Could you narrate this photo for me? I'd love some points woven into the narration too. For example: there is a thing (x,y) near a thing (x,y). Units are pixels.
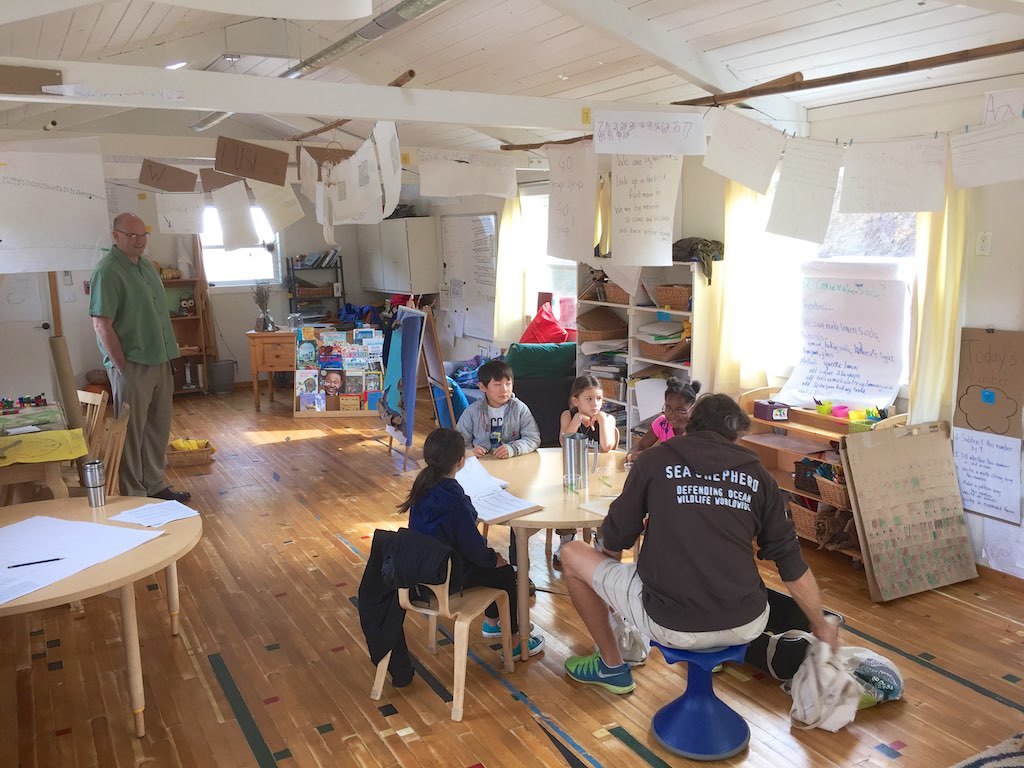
In the image there are kids (522,422) sat on chair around the table (561,498) and in front (727,579) there is a man (727,555) sat and at left corner (141,360) there is a old man (141,359) stood and all around the room (778,237) there are charts (628,209), this seems to be a playschool (248,27).
